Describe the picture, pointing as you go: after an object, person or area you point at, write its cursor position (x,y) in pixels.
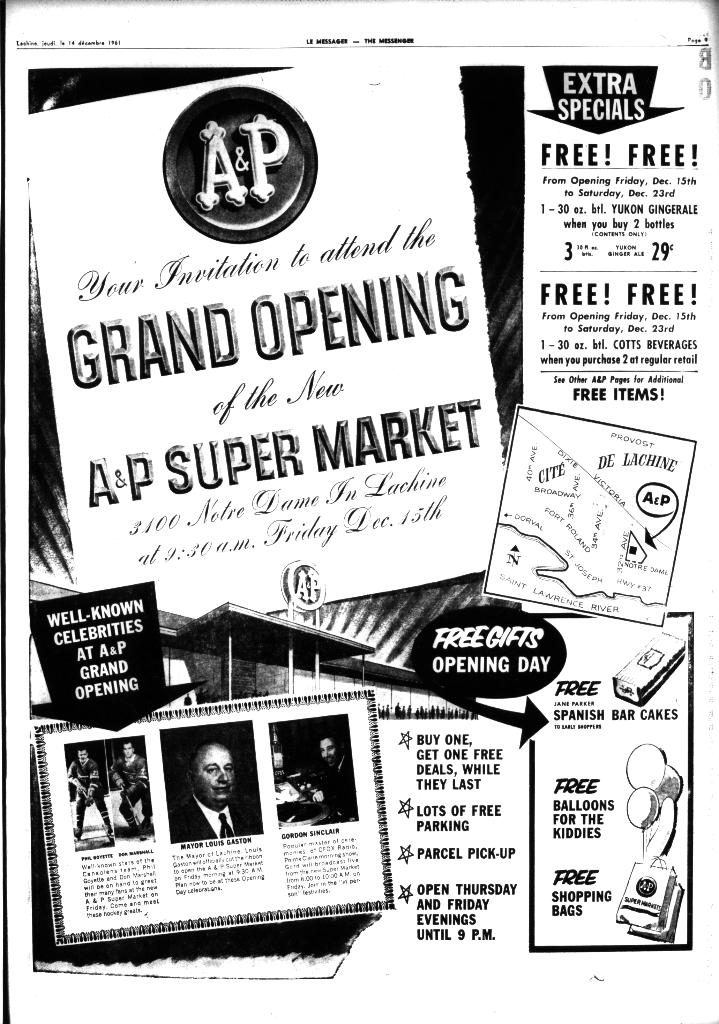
In this image we can see the advertisement (371,568) in black and white.
